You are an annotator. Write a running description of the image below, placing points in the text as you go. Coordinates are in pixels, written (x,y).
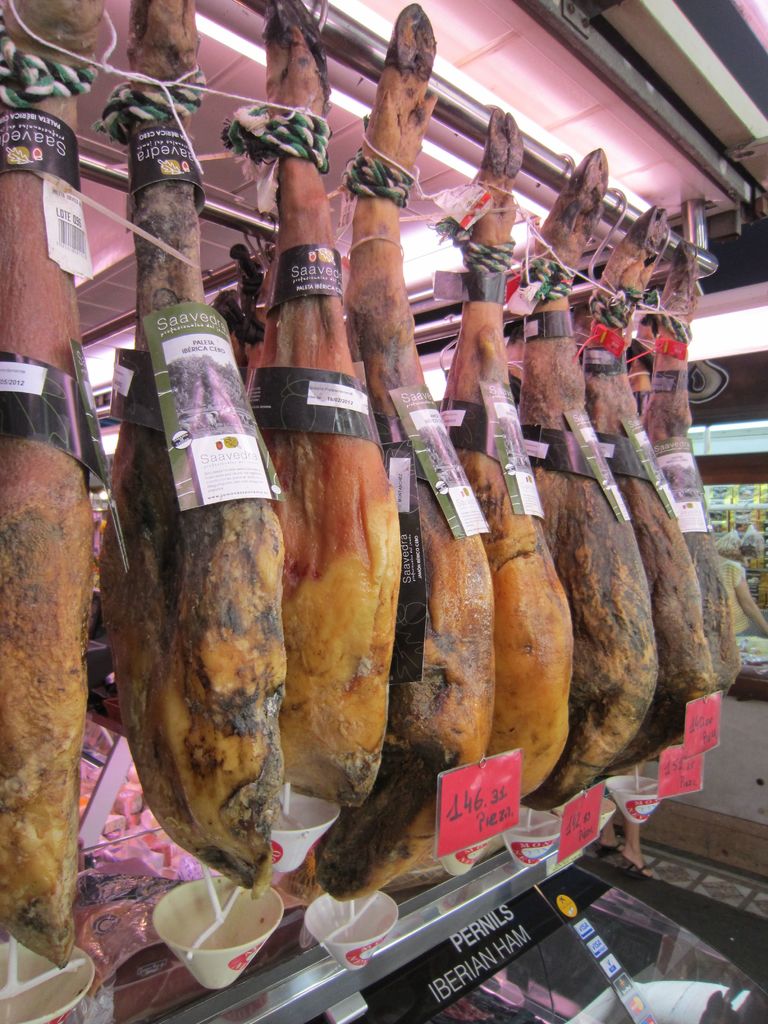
In this image there are animal legs (307,660) hanged to the iron rod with ropes (418,192) and price tags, and below these there are bowls (383,924) and some objects (130,841), a person (631,861) standing.
